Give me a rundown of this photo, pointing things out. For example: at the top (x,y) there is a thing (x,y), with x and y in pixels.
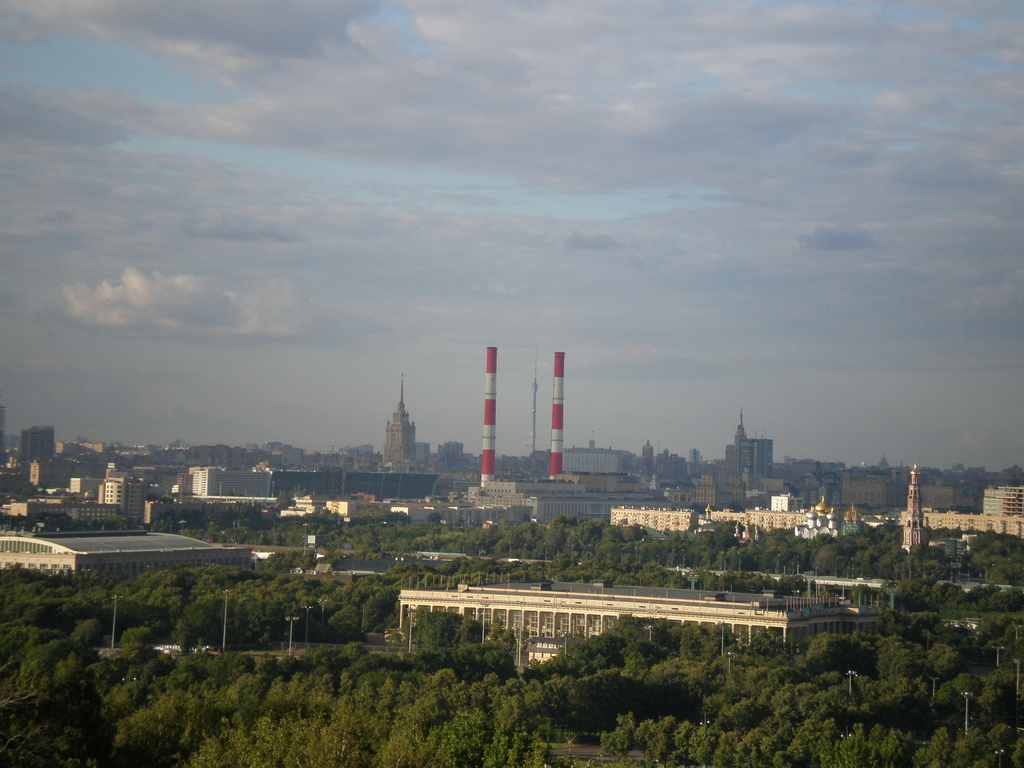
In this image I can see many trees (279,603) around the buildings (742,607). And there are two chimneys (556,409) in the back (486,451). I can also see the clouds (378,314) and the sky (460,321) in the back (460,321).
